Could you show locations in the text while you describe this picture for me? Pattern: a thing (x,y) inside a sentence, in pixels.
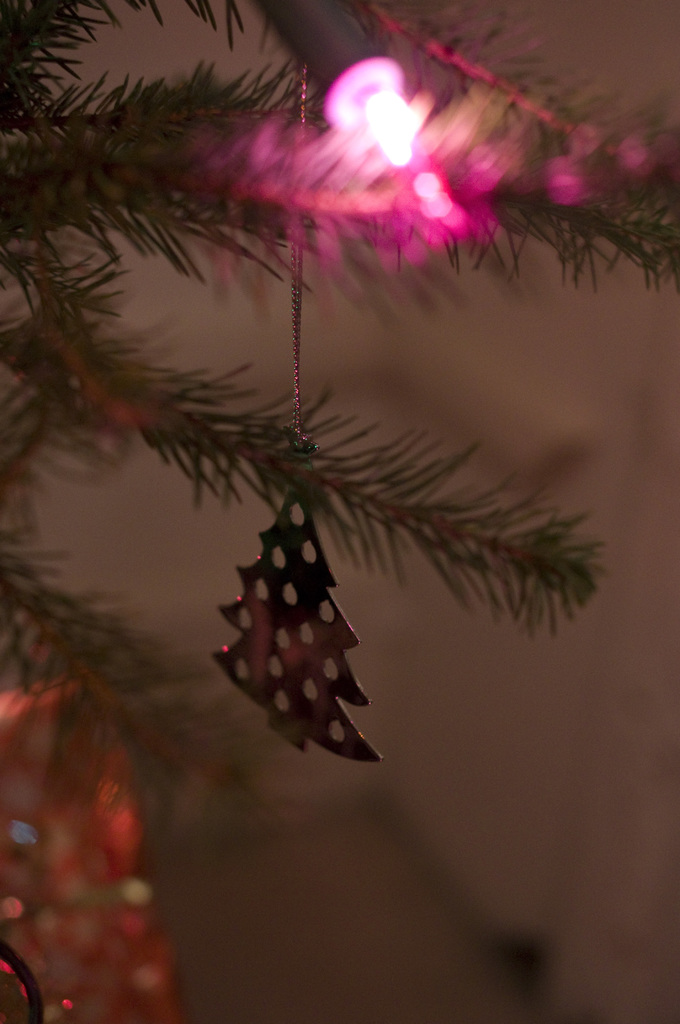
In this image I can see a christmas tree (74,138) and to it I can see a pink colored light (386,124) and few decorative items (88,951). I can see the blurry background (368,858).
